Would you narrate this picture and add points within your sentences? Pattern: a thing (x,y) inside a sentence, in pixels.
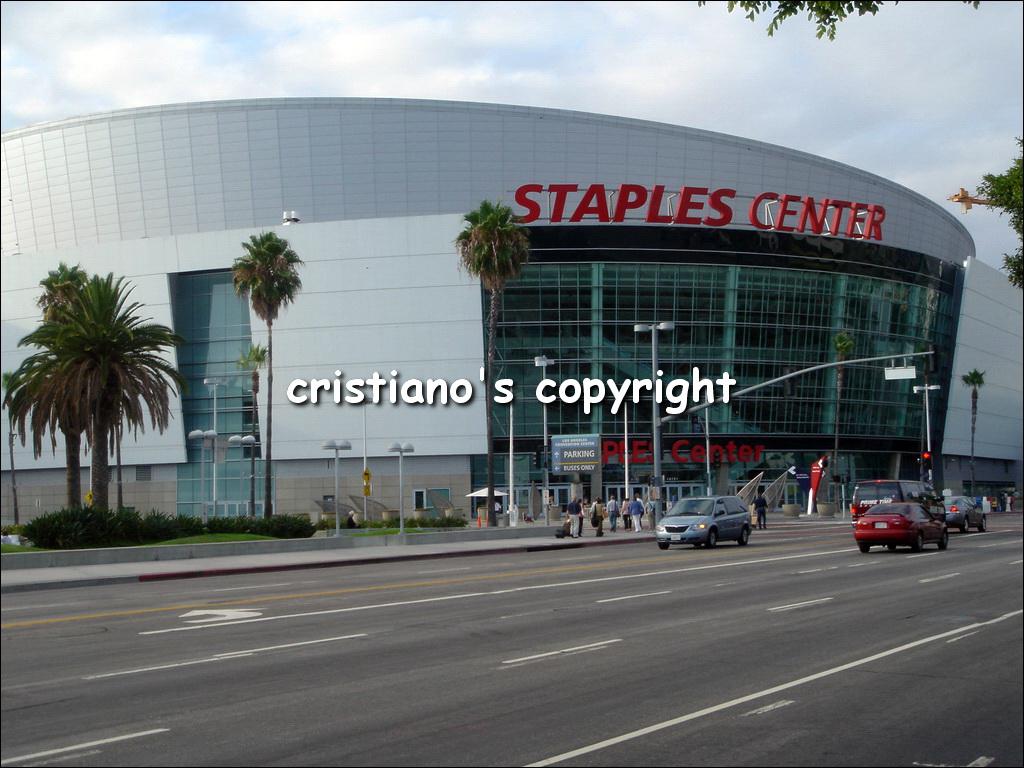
In this image in the center (502,376) there are some buildings (380,323), trees (6,396), poles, lights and some persons (635,518) are walking on pavement (36,582). And there are some vehicles (917,524) on the road (453,657), and there is a pavement (104,572). On the right side (1017,224) there are trees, at the top of the image (731,86) there is sky (602,72).
